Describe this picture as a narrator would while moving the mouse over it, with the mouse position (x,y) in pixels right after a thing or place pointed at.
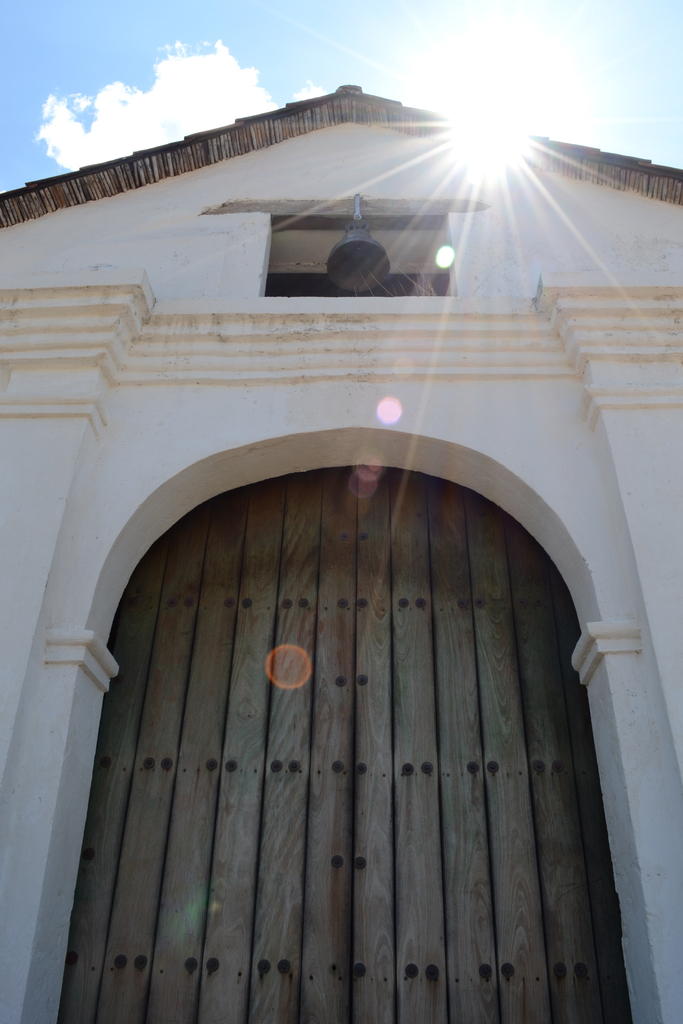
In this image we can see a parish building (170,580) which has wooden door (254,643), bell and top of the image (655,67) there is roof (295,108) and clear sky (87,128).
